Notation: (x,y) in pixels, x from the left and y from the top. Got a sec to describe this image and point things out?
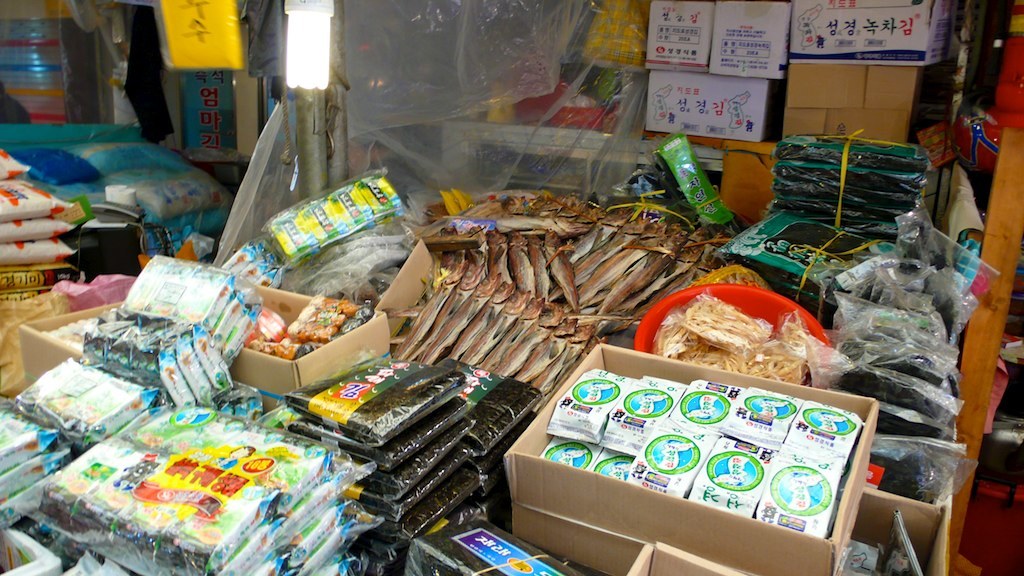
In this picture we can see boxes (738,543), packets (330,416), fishes (538,193), food items (315,345), basket (722,299), light bulb (302,36) and some objects (178,180).
